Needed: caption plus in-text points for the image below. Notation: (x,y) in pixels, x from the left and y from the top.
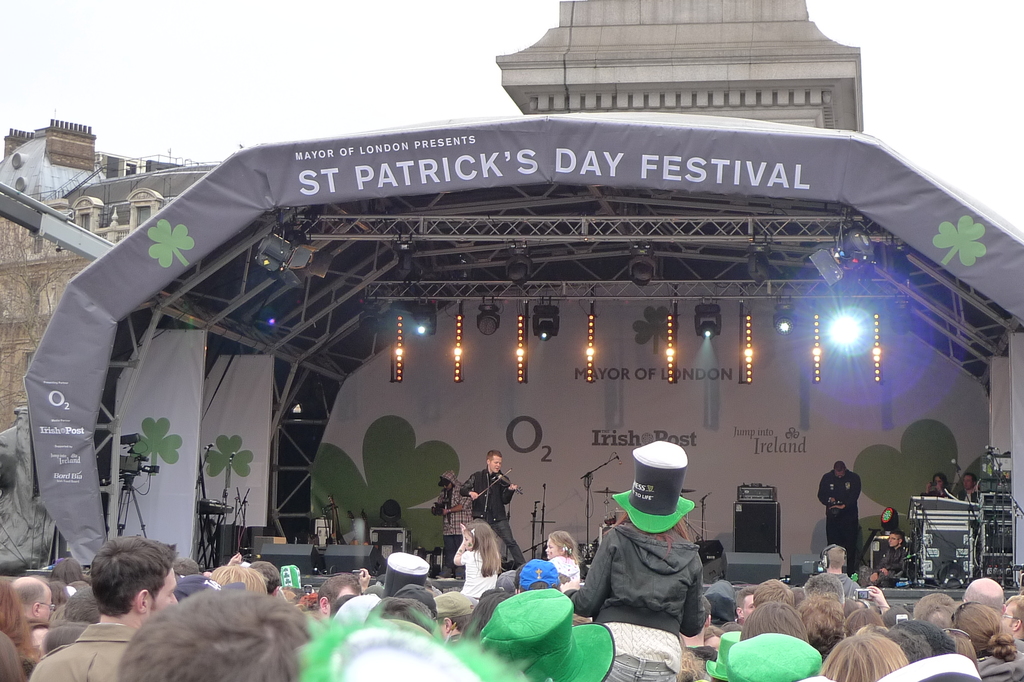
In this picture I can see few people (570,584) seated and few of them wore caps (656,532) on their heads (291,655) and I can see buildings (75,160) and few people (560,547) standing and a man (473,514) playing a musical instrument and a man (873,580) seated and I can see few lights (522,368) and text (593,381) and I can see a cloudy sky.
